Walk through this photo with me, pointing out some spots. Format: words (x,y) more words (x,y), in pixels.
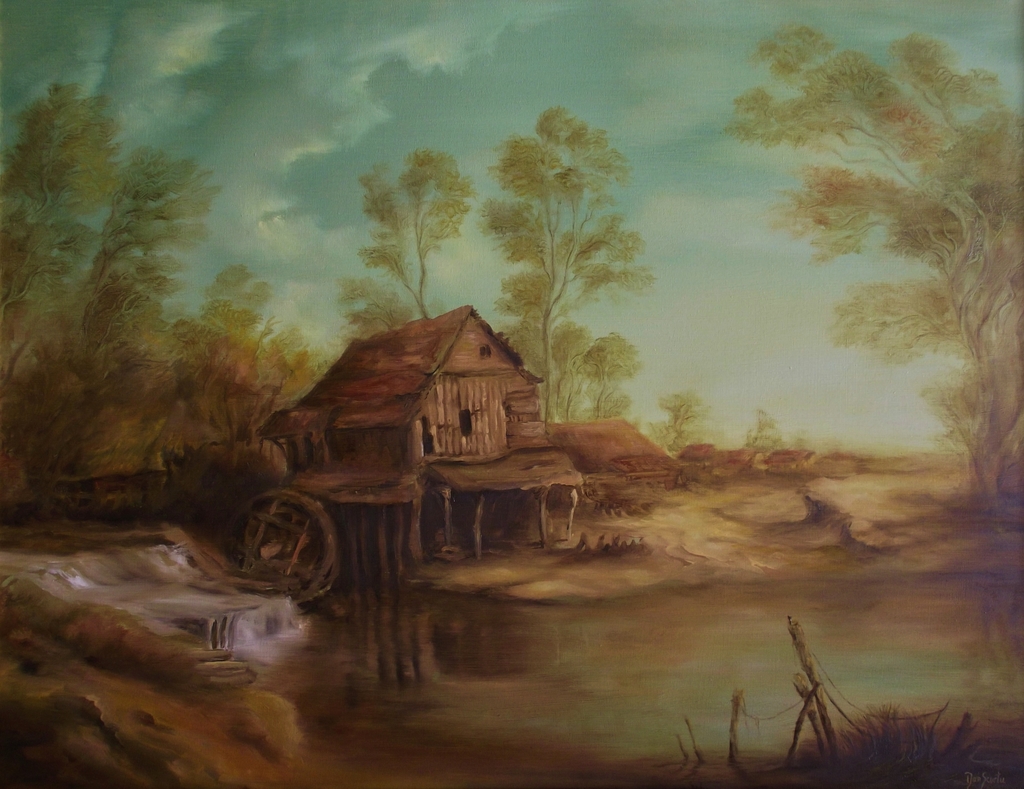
This image consists of a painting (319,555). At the bottom (276,672), I can see the water (526,686). In the middle of the image (443,502) there is a wooden house (430,427). In the background (622,276) there are some trees (580,200). At the top of the image (521,63) I can see the sky (447,56).
